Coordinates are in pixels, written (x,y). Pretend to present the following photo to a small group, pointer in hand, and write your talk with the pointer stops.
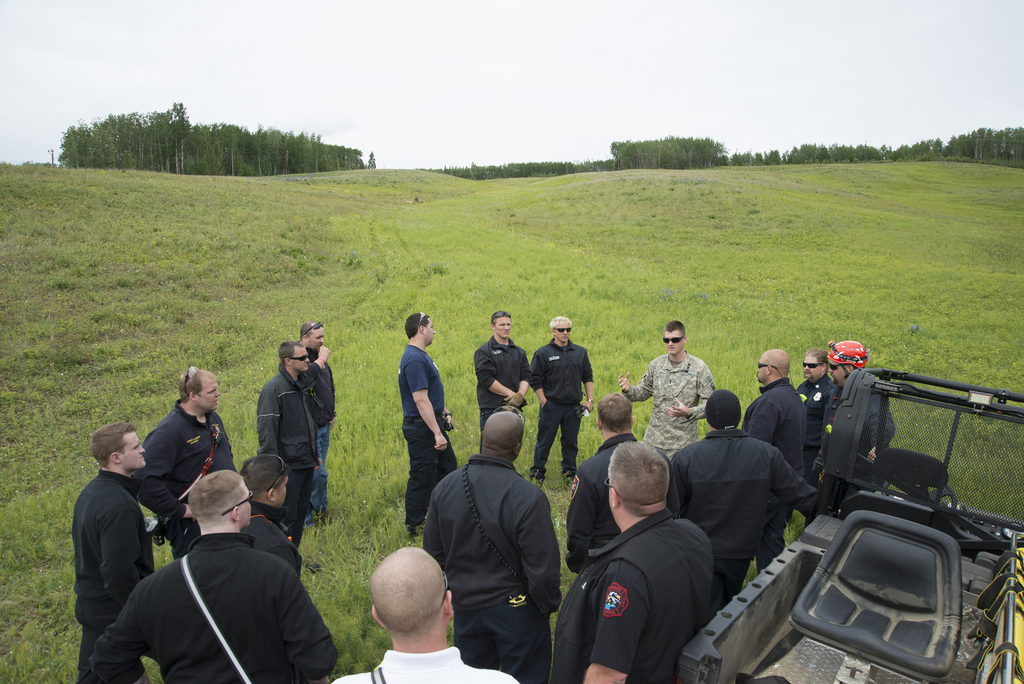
In this picture we can see some people (733,491) are standing, there is a vehicle (852,532) at the right bottom (944,558), at the bottom (551,479) there is grass (579,289), we can see trees (616,142) in the background (172,131), there is the sky (503,137) at the top of the picture (605,78).
